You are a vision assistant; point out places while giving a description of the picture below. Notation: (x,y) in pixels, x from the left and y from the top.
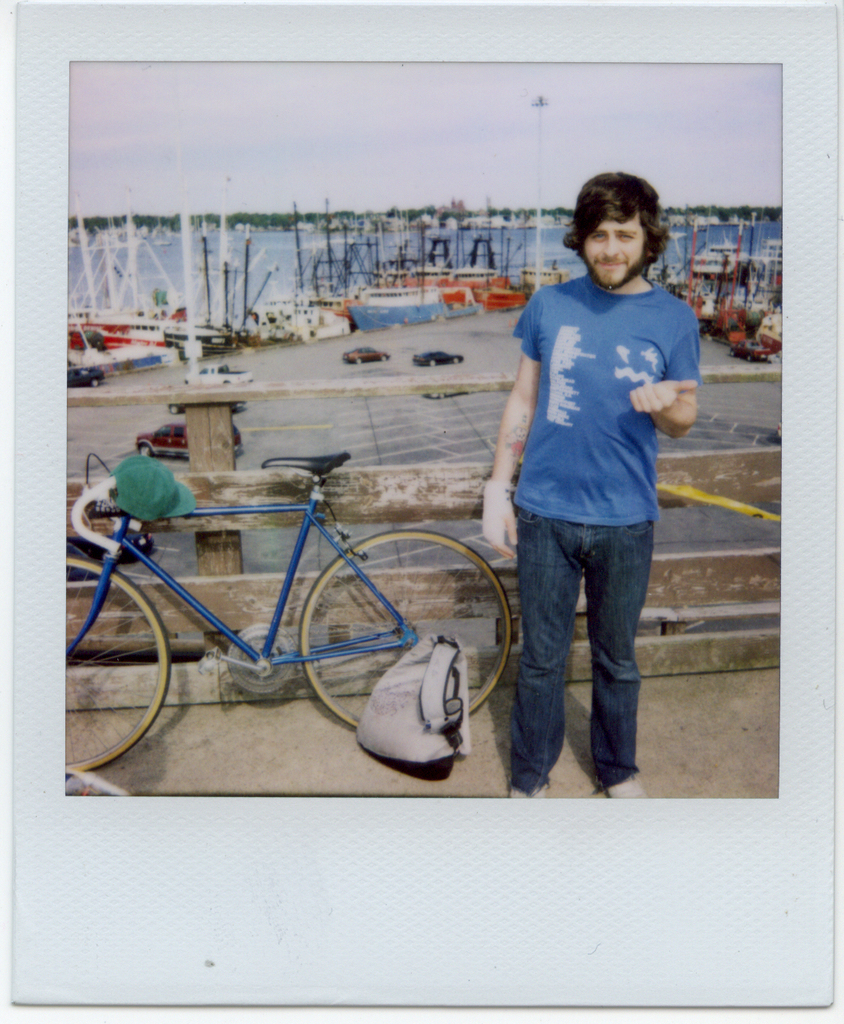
In this image we can see a photo (432,470) and in the photo (637,518) there is a person (642,454) standing. Beside the person (601,419) we can see a bicycle (382,645) and a bag (456,708). Behind the person (522,565) we can see a wooden fence (219,403), vehicles (245,407), boats (482,295) and a pole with lights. In the background (339,242), we can see the water (331,240) and trees (731,210). At the top (494,201) we can see the sky (641,69).
